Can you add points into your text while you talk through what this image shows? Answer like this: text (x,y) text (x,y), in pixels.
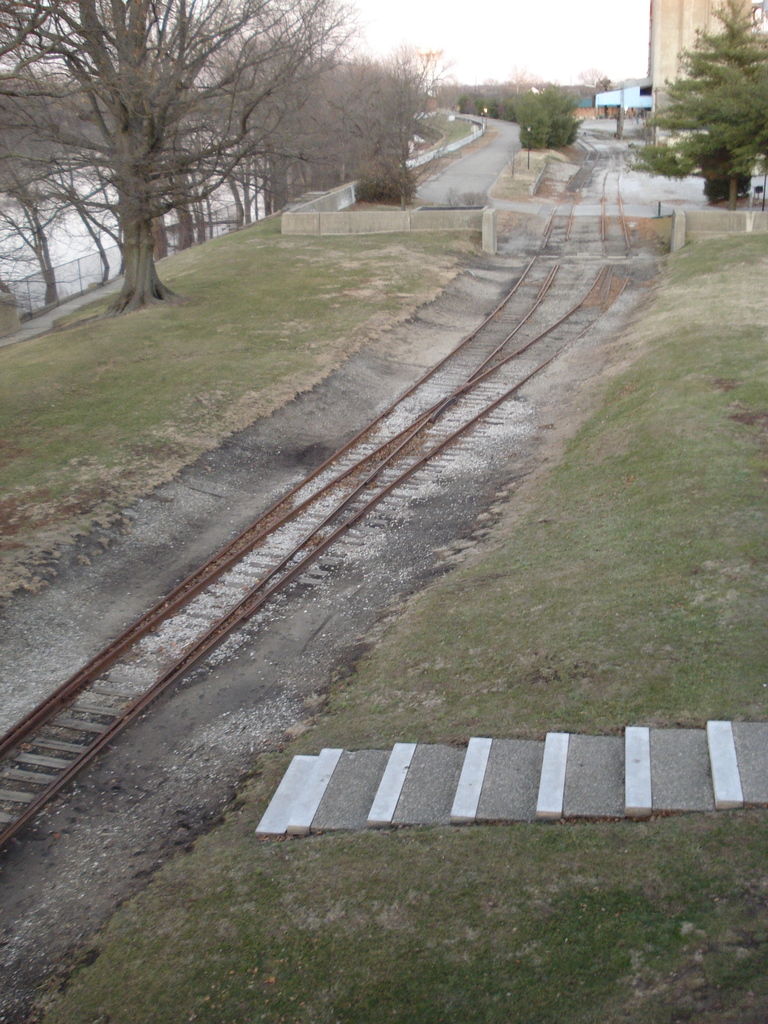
In this image we can see a railway track (390,450), staircase (505,800), building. In the background (710,147), we can see a group of trees (179,241), fence (69,286) and a sky (469,26).
